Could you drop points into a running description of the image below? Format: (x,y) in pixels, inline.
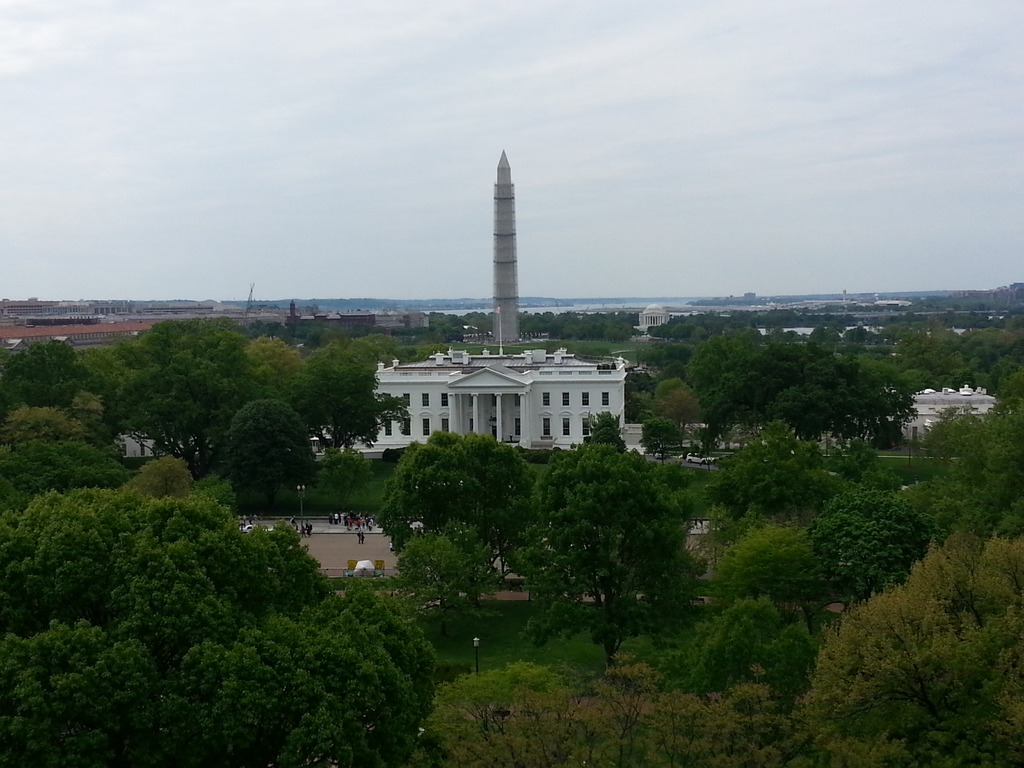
Sky (721,147) is cloudy. Here we can see buildings (485,413), tower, people (331,514), light poles (476,662) and trees (112,499).
